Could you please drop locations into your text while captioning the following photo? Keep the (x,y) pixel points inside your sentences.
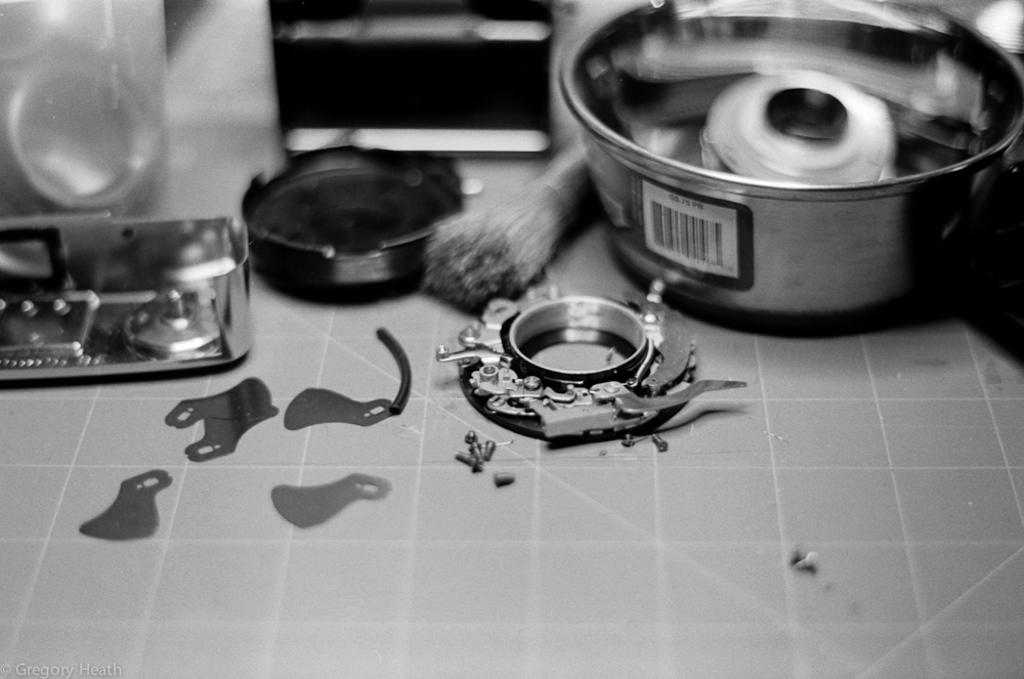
In this picture there is a bowl (884,220), brush (558,178) and there are objects (73,287). At the bottom (559,600) there is a tile (833,452) and there is a bar code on the bowl (834,263). At the bottom left (15,665) there is a text (65,665).
